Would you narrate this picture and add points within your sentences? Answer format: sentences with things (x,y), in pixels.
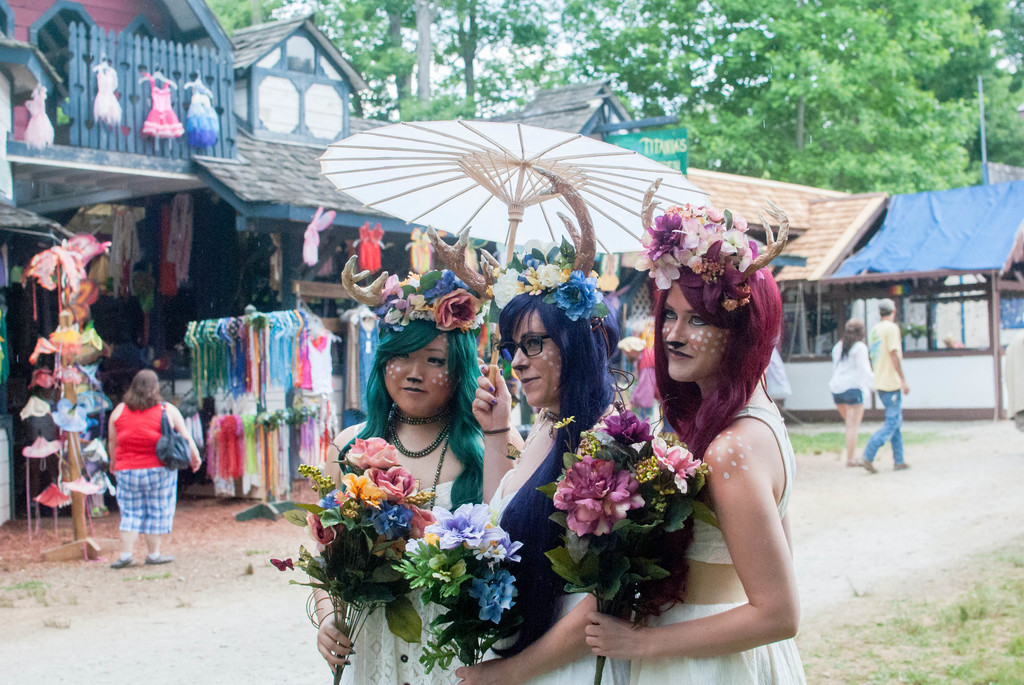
In this image we can see the three girls (706,545) standing in the front (594,485) and holding flower bouquet (646,542). And on the left side (72,443), we can see frocks shop (106,447) and a woman (147,435) standing in front of shop (211,439). On the right side (883,385), we can see a man (880,388) and a woman (860,394) walking on the road (949,473). At back (939,167) side we can see trees (953,101). In the foreground (967,638) we can see grass (960,621) and sand road (225,595).
